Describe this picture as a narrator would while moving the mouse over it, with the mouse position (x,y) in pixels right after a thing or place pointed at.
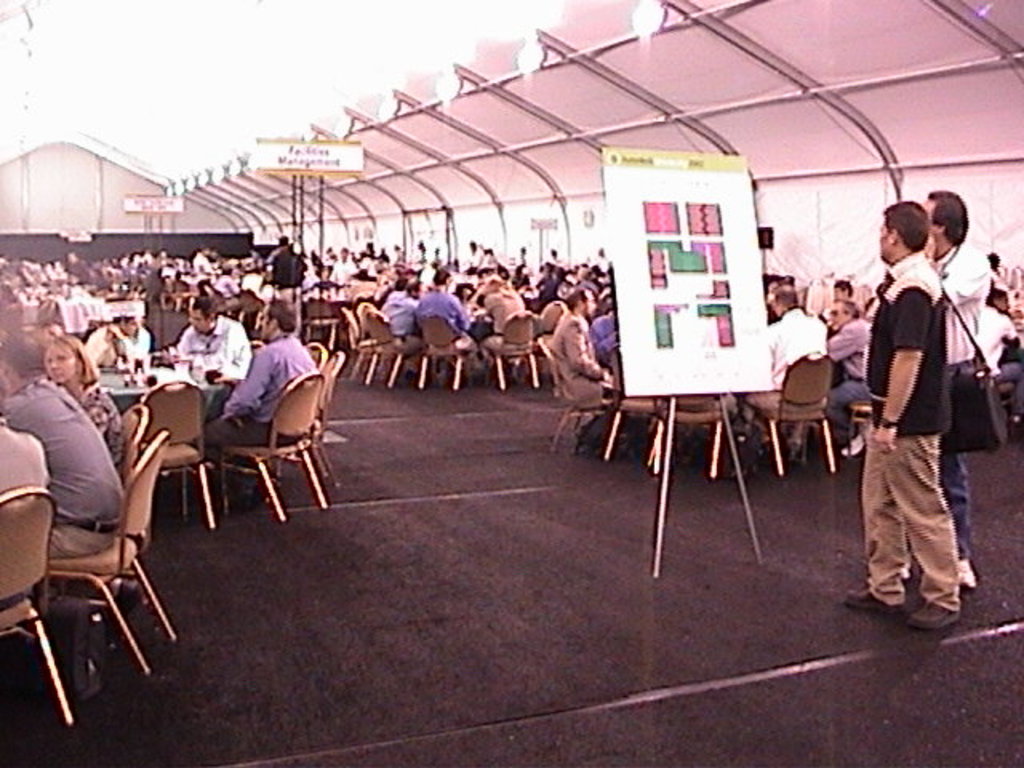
In the image we can see there are people (66,439) who are sitting on the chair (142,411) and they are looking at each other and in between there is a board (692,240) on which there is a map (685,229) drawn and in front of the board (728,312) there are two men (940,323) who are standing and they are looking at the board (696,278).
